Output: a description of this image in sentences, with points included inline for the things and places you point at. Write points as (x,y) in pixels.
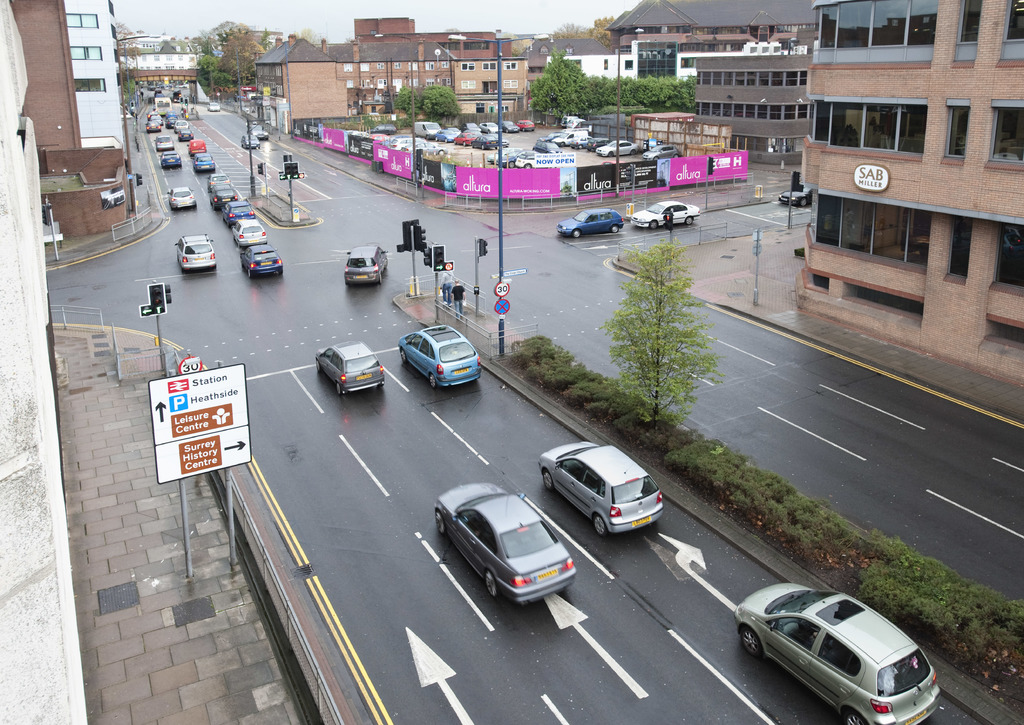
There are vehicles (467,488) on the road (709,619), there are trees (582,104) and buildings (74,161).
